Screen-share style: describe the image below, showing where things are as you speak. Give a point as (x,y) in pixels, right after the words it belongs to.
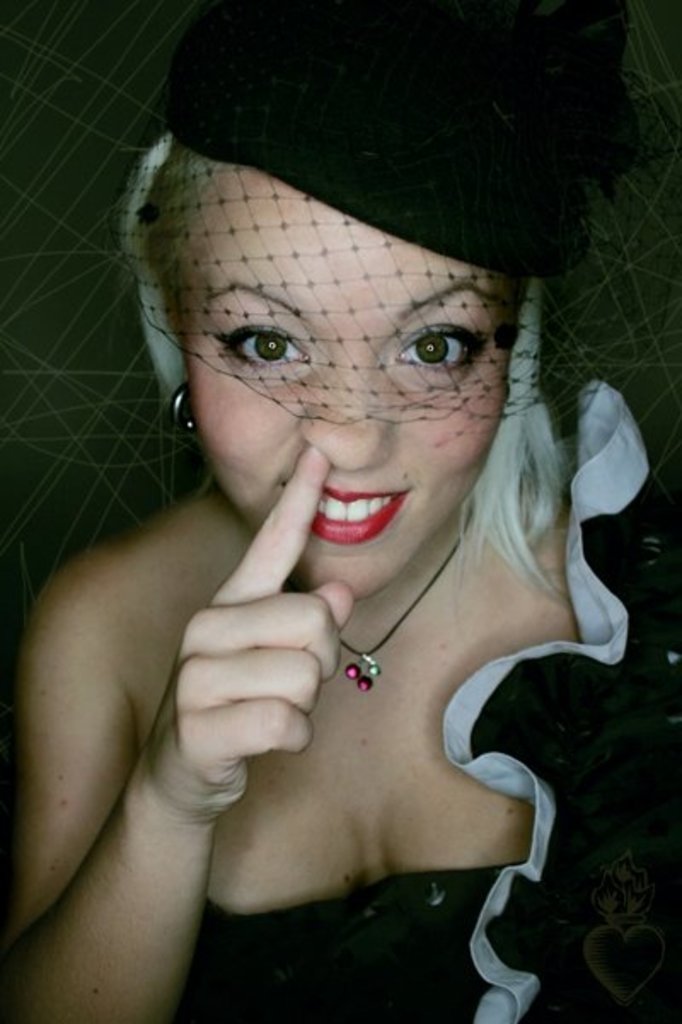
In this picture I can see a woman (229,8) in front (38,778) and I see that she is wearing white and black color dress (506,702) and I can see a black color cap (368,146) on her head (249,203).
